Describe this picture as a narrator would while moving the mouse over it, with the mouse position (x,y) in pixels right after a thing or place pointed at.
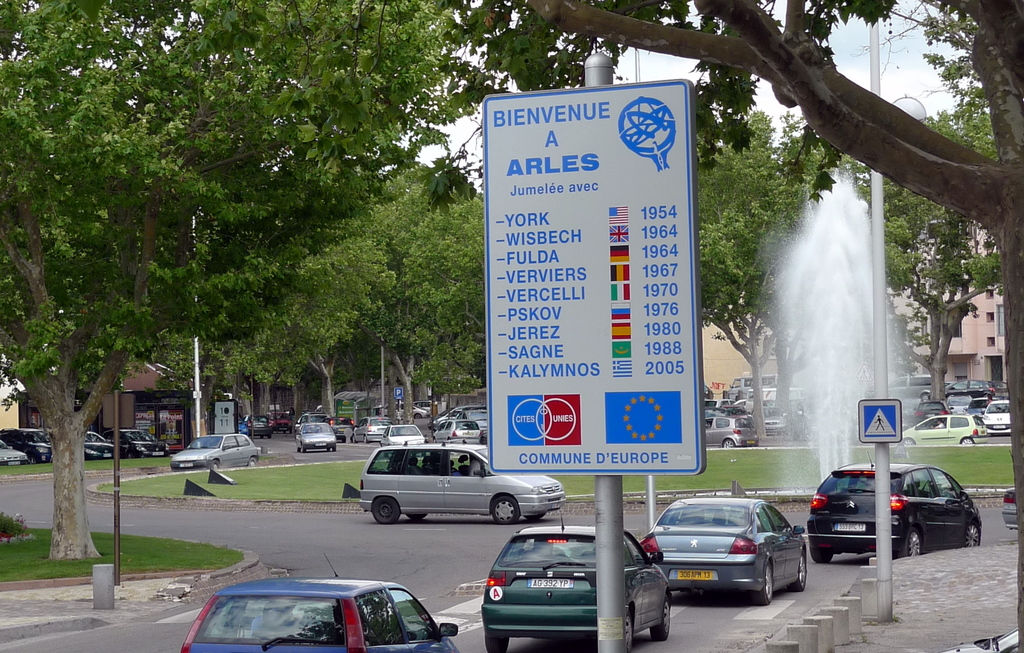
In this image towards the top of the image (953,28), there are trees (202,222), there is a fountain (820,306), there is the grass (263,476), there are poles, there are boards (654,345), there is text (562,187) on the board (531,231), there is the road (366,526), there are vehicles (238,459) on the road (556,513).
